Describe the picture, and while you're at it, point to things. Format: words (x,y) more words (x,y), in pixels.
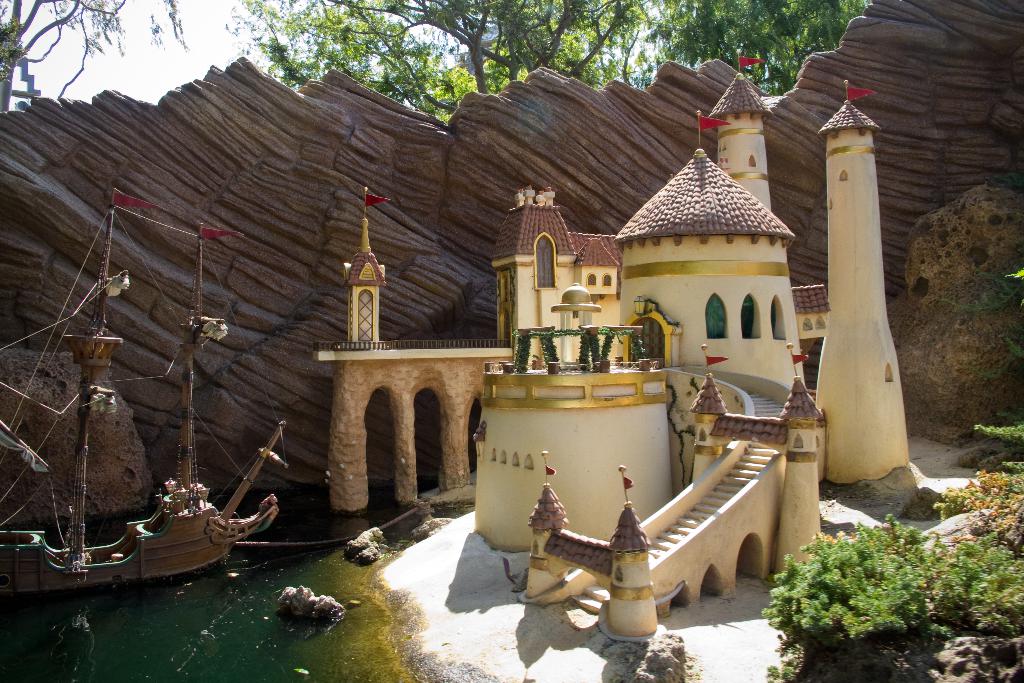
In this picture, there is a miniature art (676,475). In the center (366,269), there is a castle (633,487). Before it, there is a ship (127,559) in the water (240,589). At the bottom right (947,573), there are trees (827,574). On the top (333,55), there are trees (333,55) and sky (654,12).
